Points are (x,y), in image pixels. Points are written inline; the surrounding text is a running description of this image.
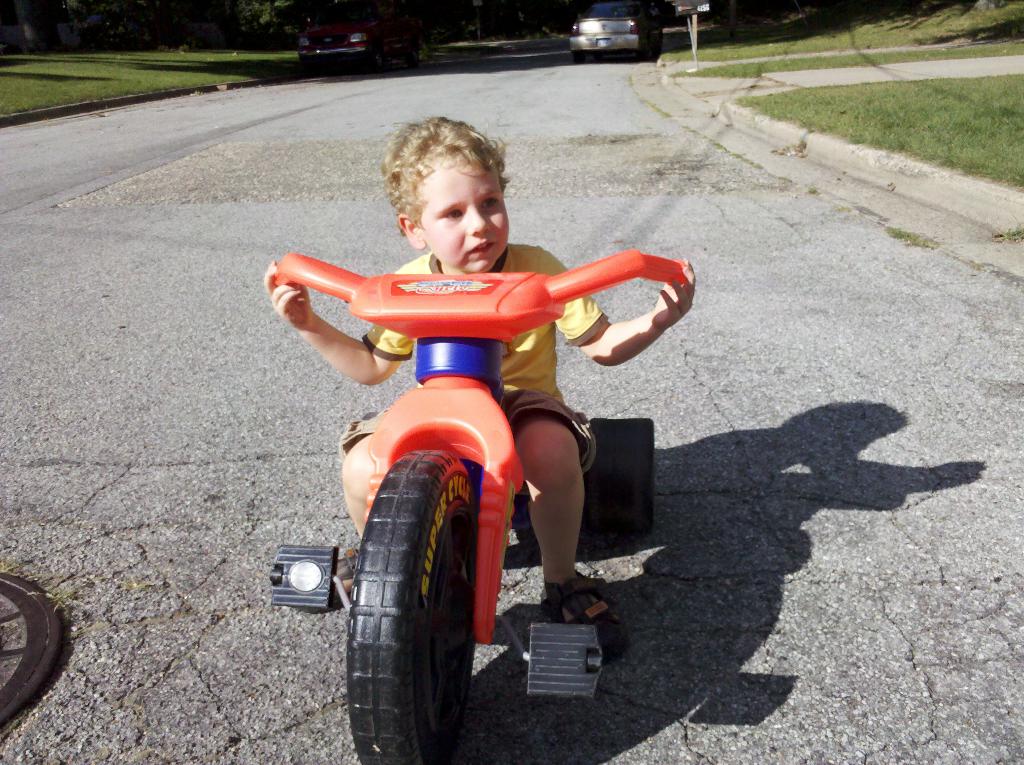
In this image I can see a boy (522,378) sitting on vehicle (315,551) and at the top (606,53) I can see vehicles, grass (688,60), pole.
